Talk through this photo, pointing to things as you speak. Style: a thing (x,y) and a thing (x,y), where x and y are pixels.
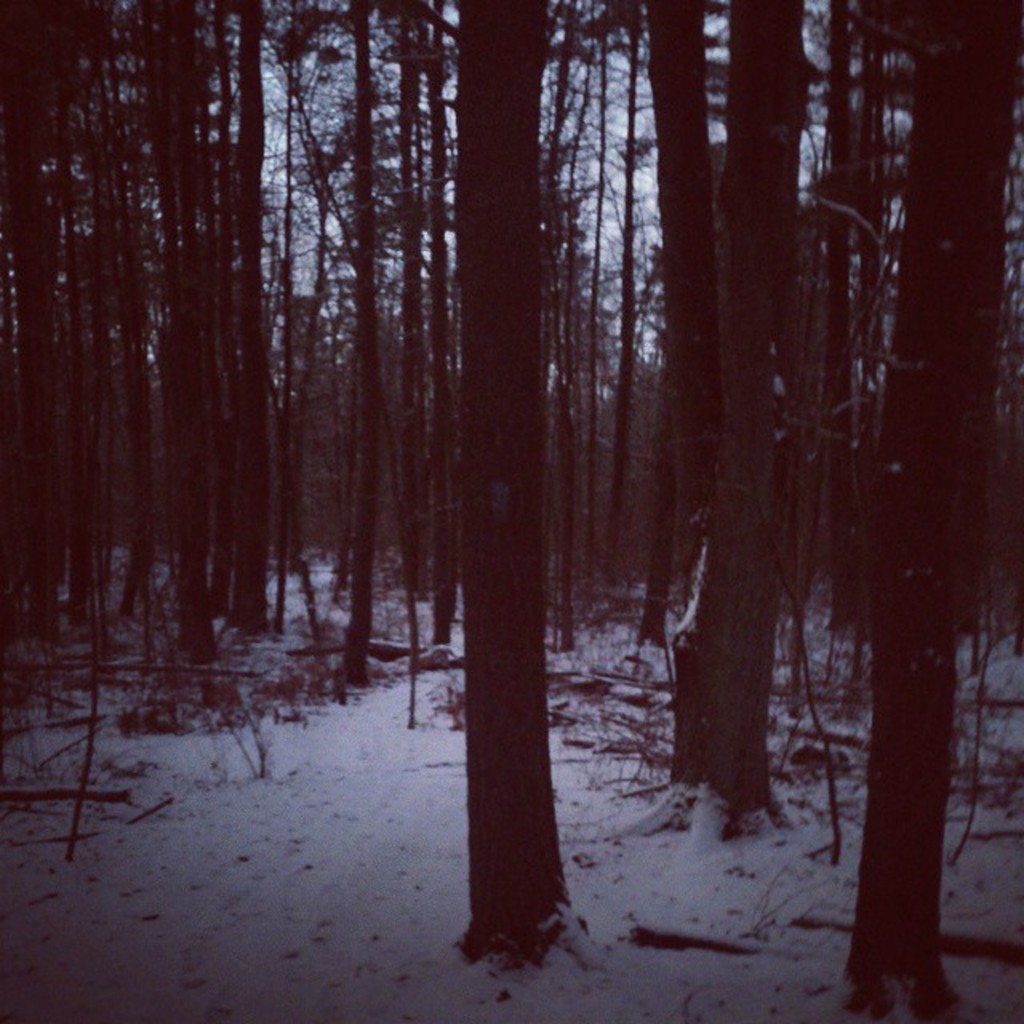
Here in this picture we can see the ground (426,722) is fully covered with snow (348,794) and we can also see plants (197,712) and trees (512,576) covered all over there and we can see the sky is cloudy.
